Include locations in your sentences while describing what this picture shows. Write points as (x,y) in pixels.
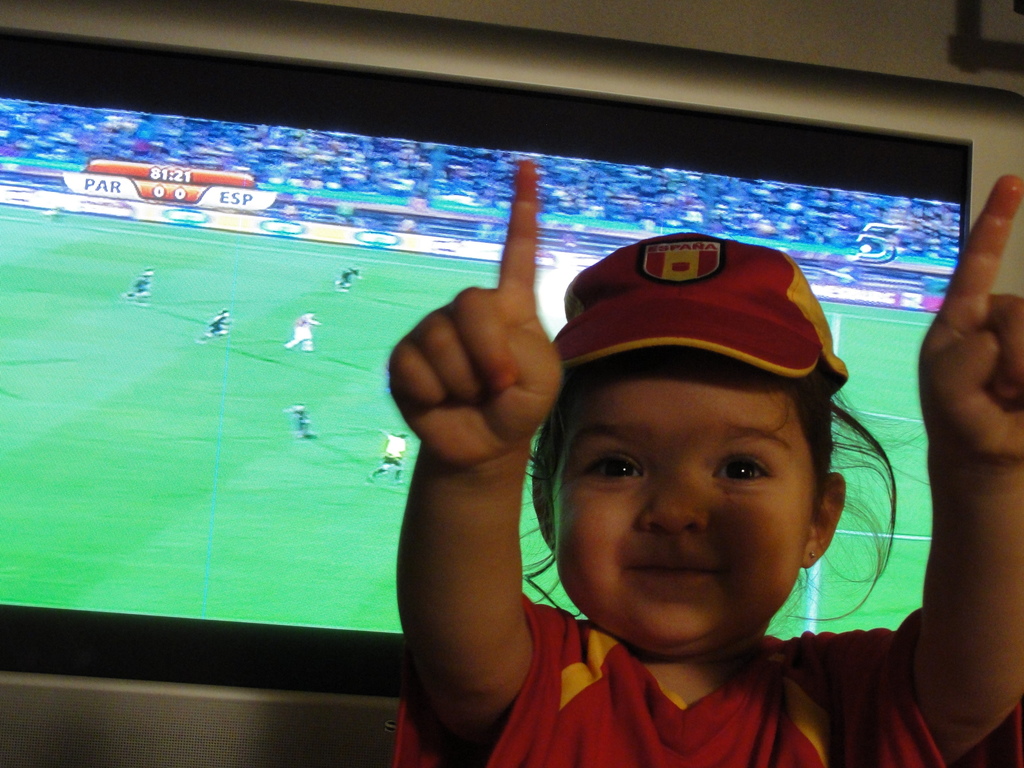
In this image I can see a child (695,715) wearing red and yellow colored dress (664,711) and in the background (469,240) I can see a huge television screen (208,250) in which I can see few persons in the ground (234,345) and few persons (118,143) sitting in the stadium (381,161) and the wall (823,63).
